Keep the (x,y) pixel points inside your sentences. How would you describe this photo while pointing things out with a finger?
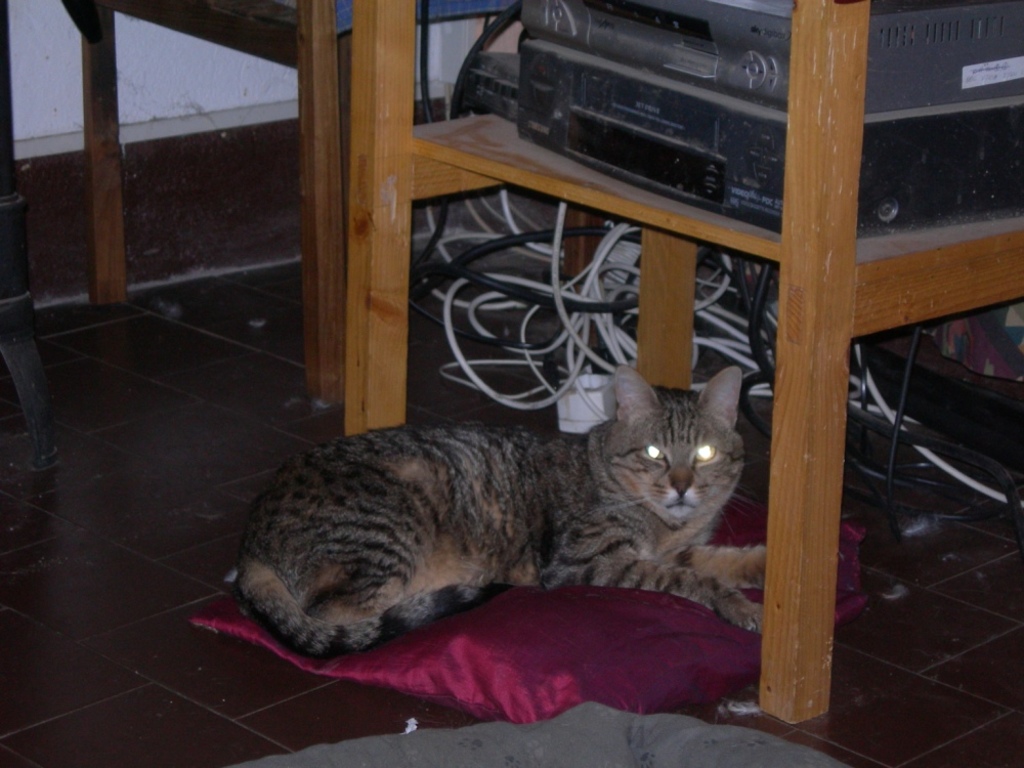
This picture is clicked inside. In the foreground (648,626) there is a cat (647,492) sitting on a red color pillow (735,506) and there are electronic devices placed on the wooden stand (773,250) and we can see the cables (615,309). In the background (223,88) there is a wall (222,63) and some wooden object (318,87).
